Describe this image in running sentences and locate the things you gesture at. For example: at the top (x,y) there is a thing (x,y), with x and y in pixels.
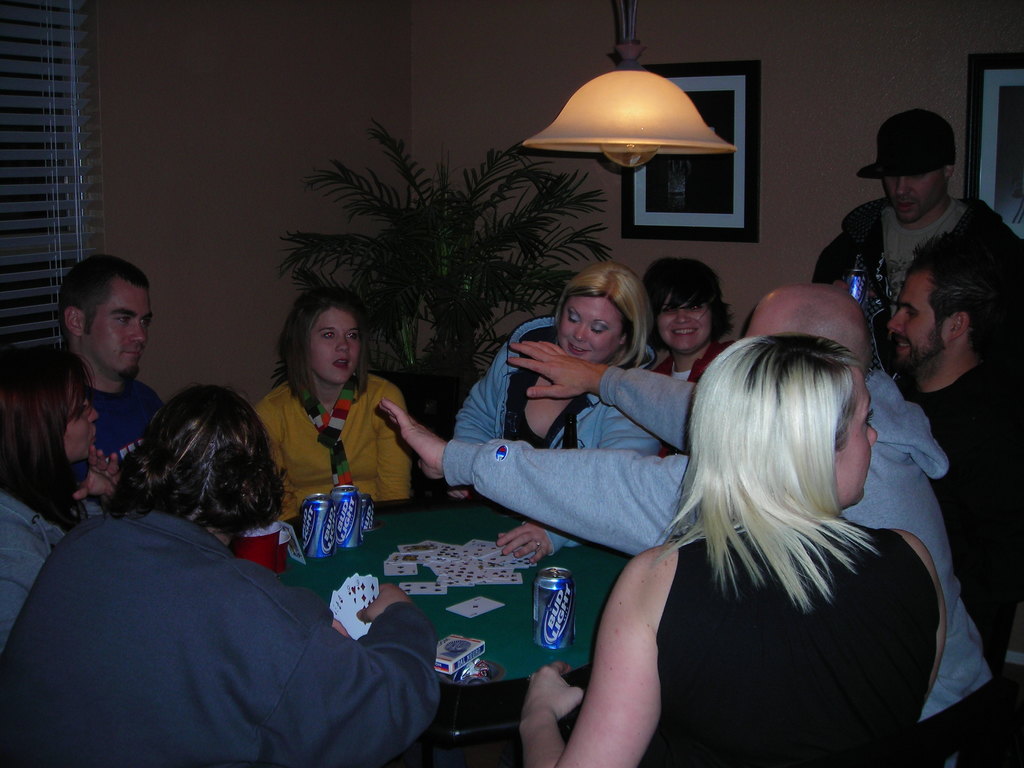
There are few people (97,407) sitting on the chair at the table (477,515) and playing cards (371,586). There are cans (310,521), cards (415,561) on the table (471,717). On the right (908,242) a person (928,192) is standing. Behind him there is a wall (761,185). frames (729,188), house plant (413,224) and a light (626,119) hanging from the roof top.
